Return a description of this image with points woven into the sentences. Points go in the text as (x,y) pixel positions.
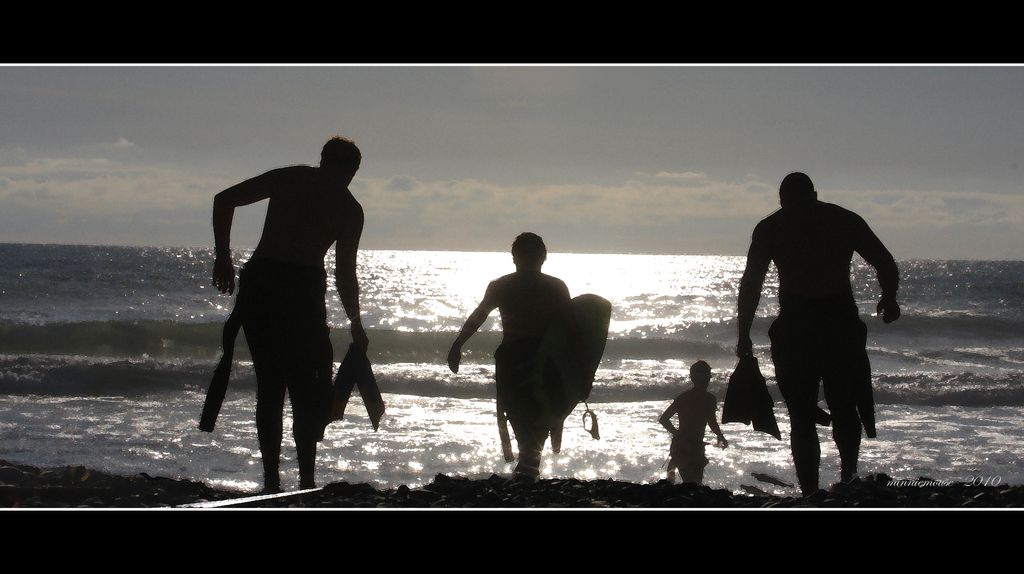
This is the picture of a sea beach (204,441). There are four persons (823,321) in the picture. All the persons (812,341) are walking. In the ground (227,500) we can see pebbles (547,497). In front of the person (832,311) we can see sea shore (115,338). This is the sky (96,225). These are the clouds (608,191). In the middle (545,320) one person (531,383) is holding a surfboard (581,345). In the right (748,379) the person (738,337) is holding something in his left hand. In the left side (253,359) the person (296,317) is holding something in his right hand (353,348).
